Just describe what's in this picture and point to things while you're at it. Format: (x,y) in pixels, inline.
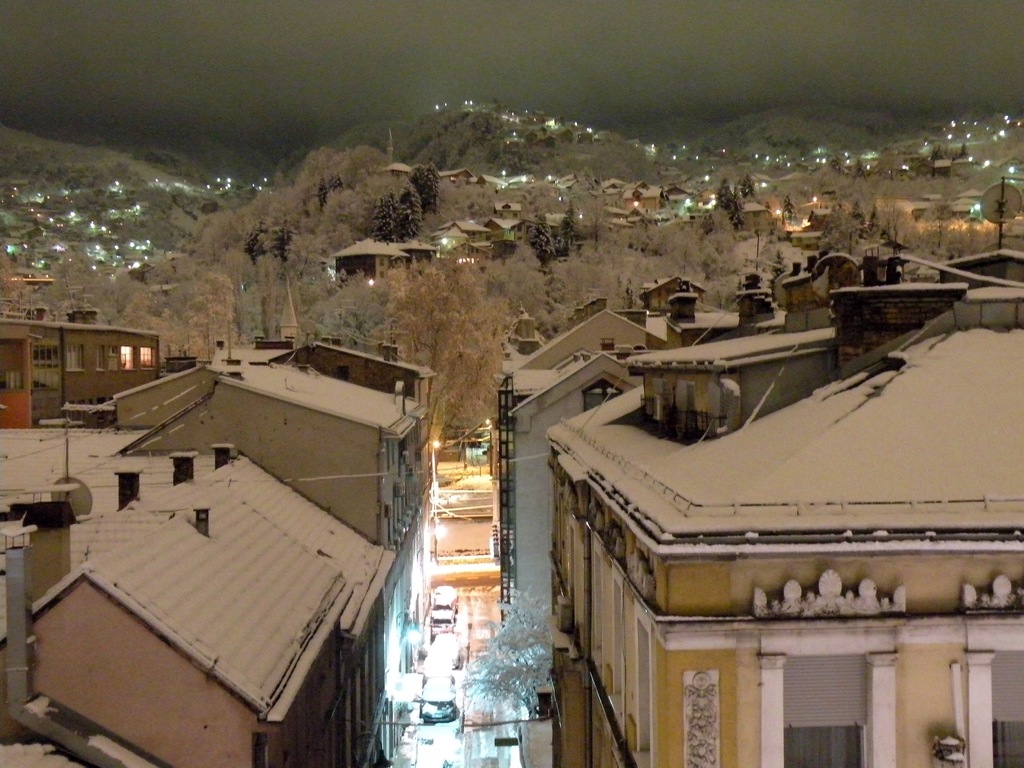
The picture is captured from the top view, there are many buildings (174,365) and houses (599,554) and most of them were covered with snow (1010,432), behind the buildings (520,396) there are some trees (398,205) and the trees (318,171) were also covered with snow (488,298).
